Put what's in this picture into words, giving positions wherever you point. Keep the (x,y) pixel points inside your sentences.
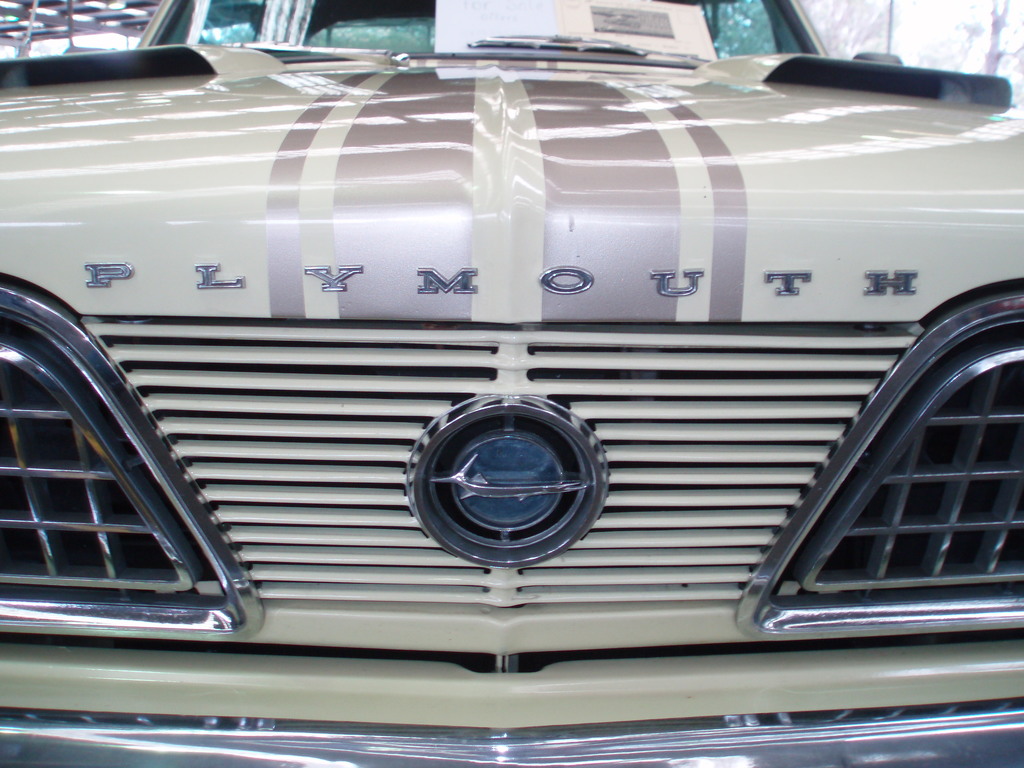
In this image there is a car (234,392). Only the front part (483,141) of the car (273,100) is captured in the image. There is text (112,275) on the bonnet (519,274) of the car (410,239). There is a logo (471,455) on the radiator (418,490). At the top (414,29) there is a glass (747,24). There are papers (573,17) on the glass (264,25).
